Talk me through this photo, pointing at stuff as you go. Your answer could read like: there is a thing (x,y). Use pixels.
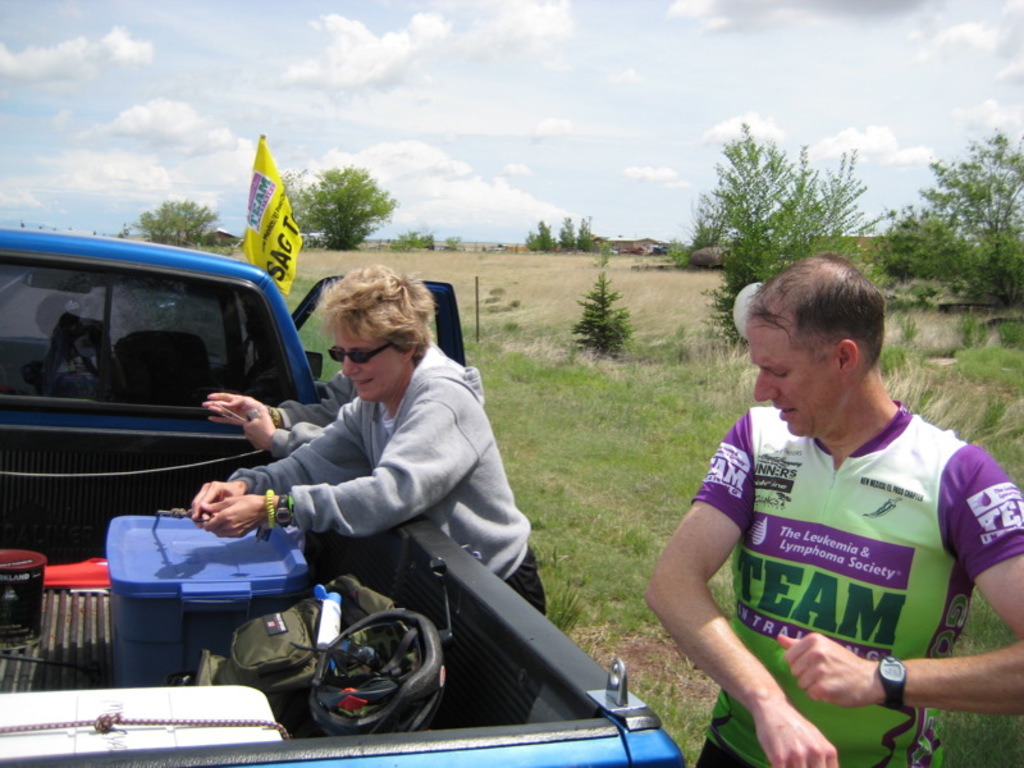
In this picture I can see three persons (397,392) standing, there are some objects (190,538) on the truck (461,689), this is looking like a flag (272,194), there are trees (706,223), and in the background (674,120) there is sky (452,81).
